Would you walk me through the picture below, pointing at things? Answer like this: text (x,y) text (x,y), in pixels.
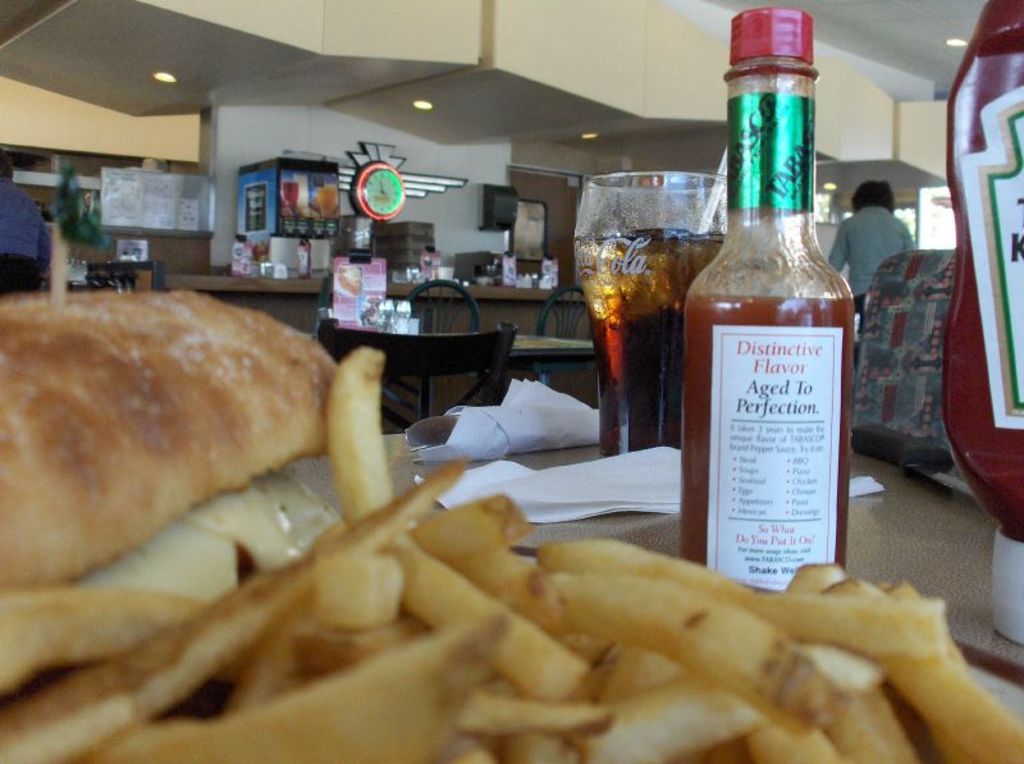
Here we can see a sauce bottle (798,388) and french fries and glass (689,225) and some objects (870,432) on it, and here is the dining table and some objects (371,310) on it, and here is the wall (292,147).
